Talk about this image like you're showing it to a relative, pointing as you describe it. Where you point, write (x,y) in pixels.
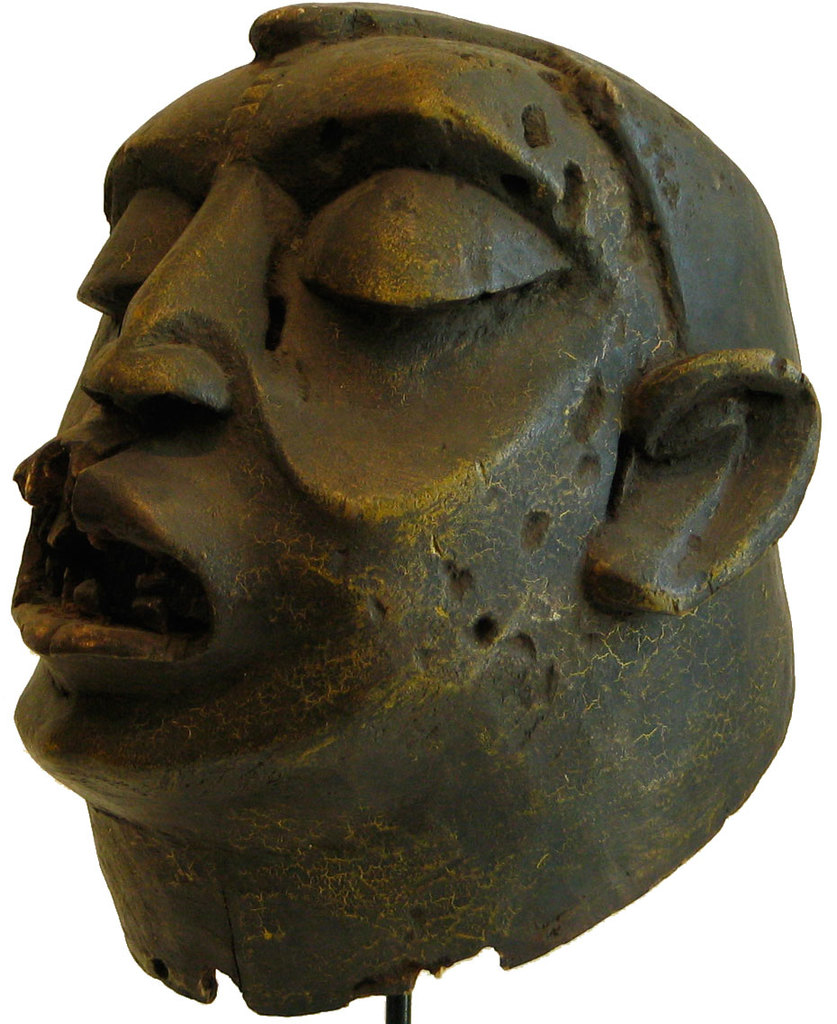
In this picture, it seems like a sculpture (455,502).
